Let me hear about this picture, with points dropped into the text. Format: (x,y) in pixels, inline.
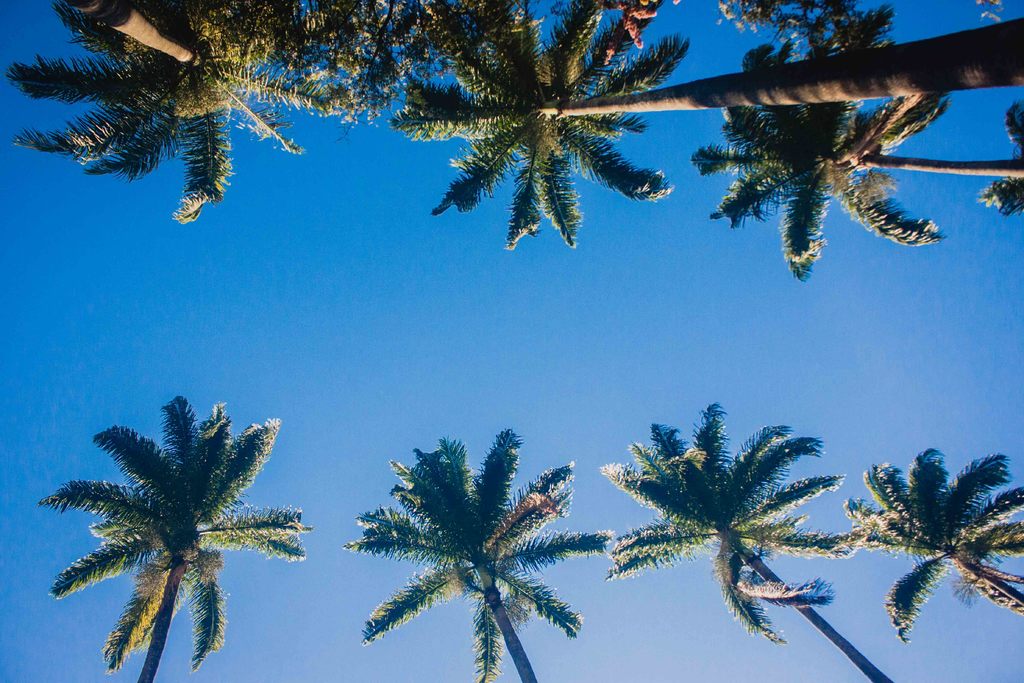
In this image I can see few trees (543,68) in green color. In the background (459,300) the sky (389,311) is in blue color.
